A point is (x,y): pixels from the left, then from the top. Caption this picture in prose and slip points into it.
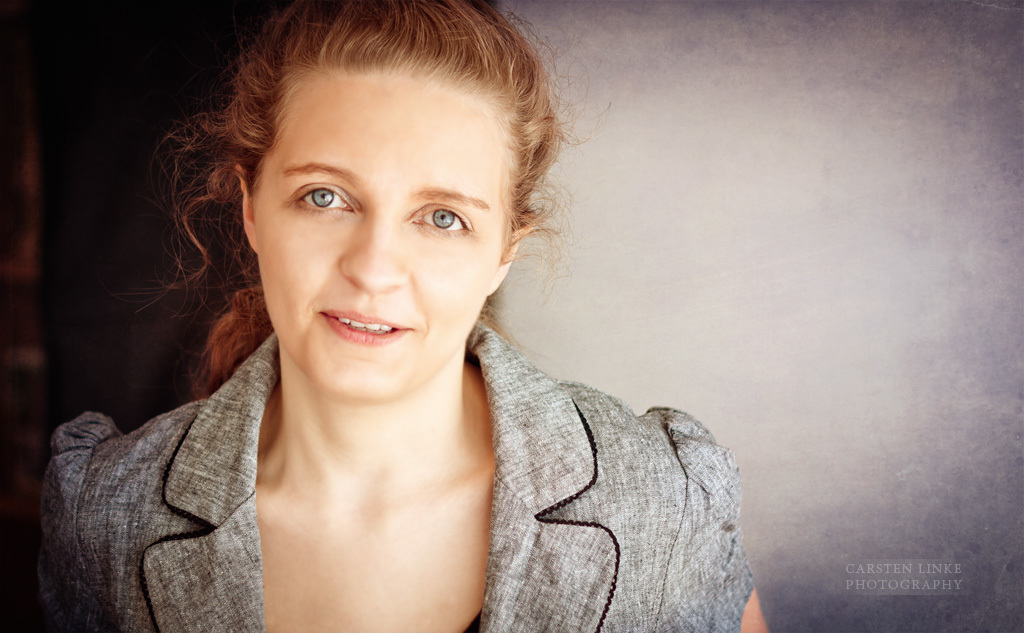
In this picture we can see a woman (448,482) here, in the background (729,376) there is a wall (796,257), we can see some text (860,580) here.
